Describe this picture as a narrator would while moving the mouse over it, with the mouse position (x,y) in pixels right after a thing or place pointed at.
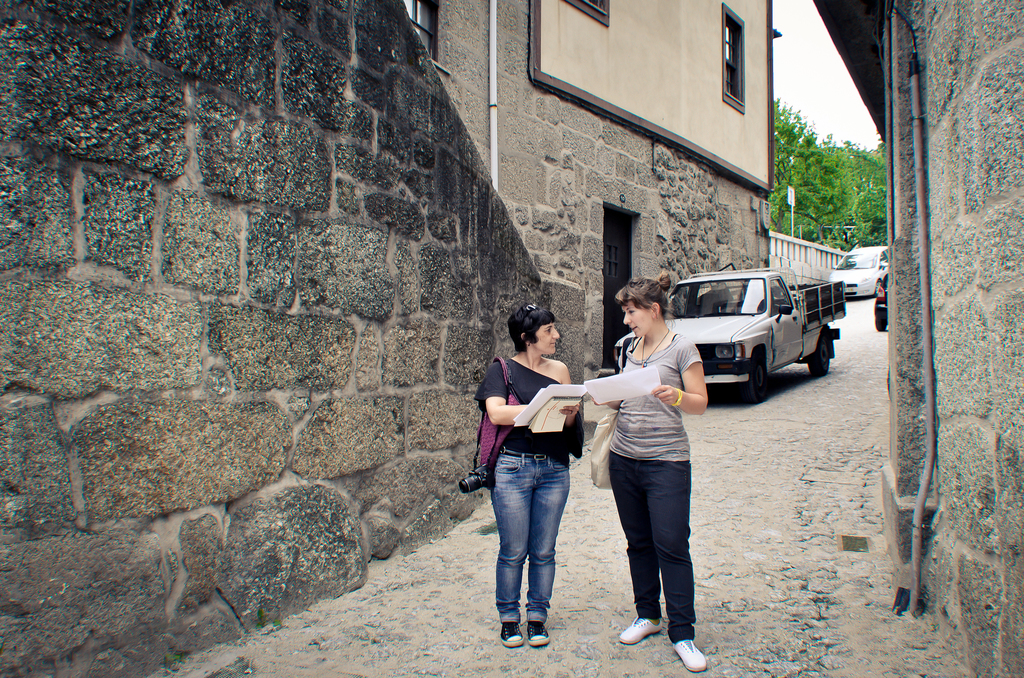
In the front of the image (681,544) we can see two women (676,601) are holding papers (627,376) and wore bags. Among them one person (542,354) also wore a camera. Beside them there are walls (83,361) and pipe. In the background (864,135) there are trees (775,208), board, building (642,174), sky (805,45) and vehicles (818,285).
